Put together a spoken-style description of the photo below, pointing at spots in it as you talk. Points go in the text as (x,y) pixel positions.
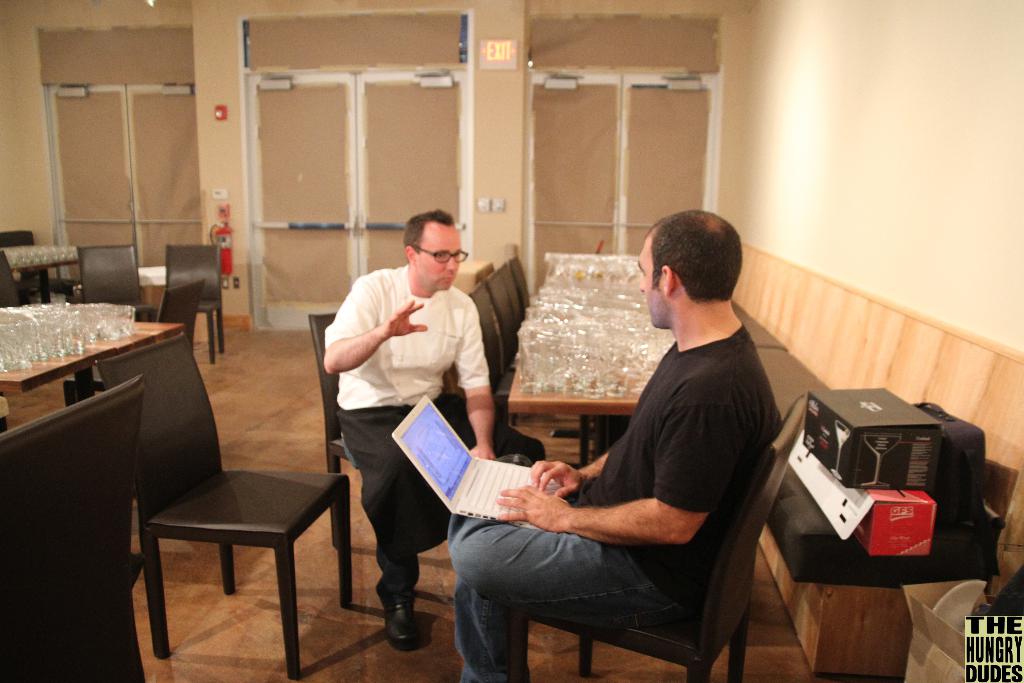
In this image we can see a man (604,491) wearing black t-shirt (616,496) is sitting on the chair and holding a laptop (472,494). We can see a man (443,355) wearing white shirt (458,338) is sitting on the chair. In the background (534,358) we can see many glasses (625,310) placed on the table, exit board (490,59) and a fire extinguisher (221,244).
